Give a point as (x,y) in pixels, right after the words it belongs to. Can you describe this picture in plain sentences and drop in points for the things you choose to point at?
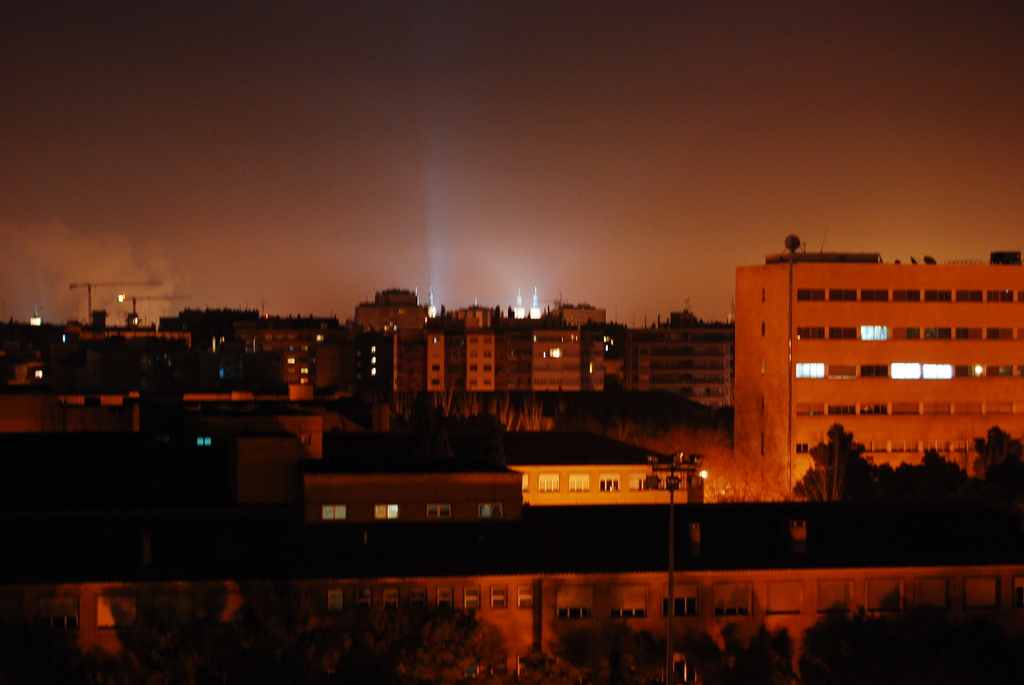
In this image, there are a few buildings (880,317), poles (692,458), trees (345,664). We can also see the sky (707,33).
